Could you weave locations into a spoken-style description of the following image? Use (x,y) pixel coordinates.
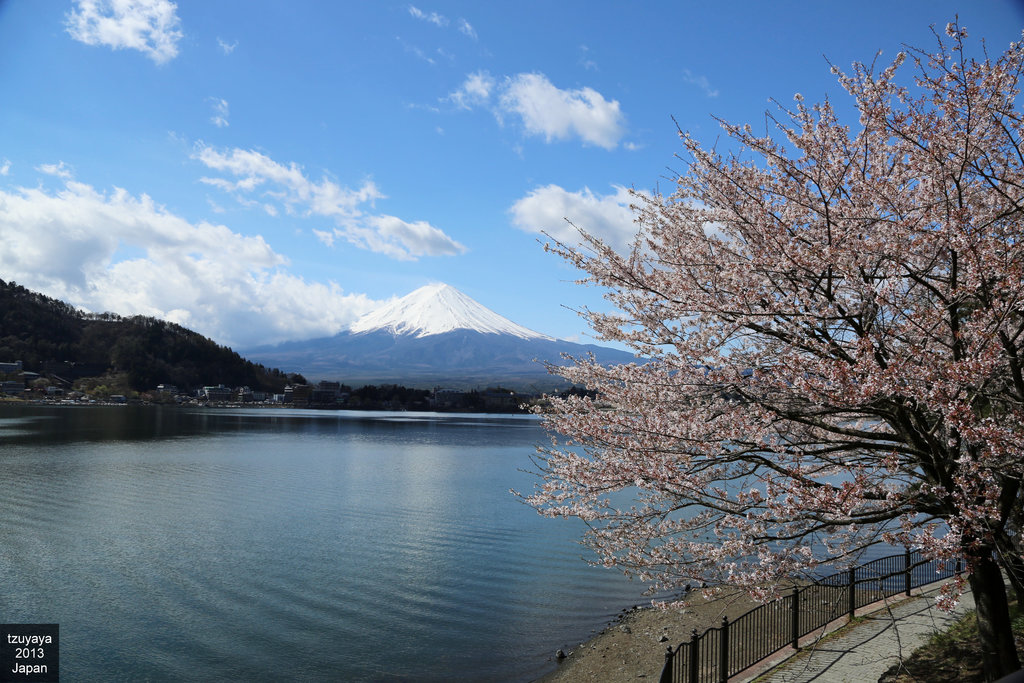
In this image on the left (301,534) there is water body (440,461). On the right (959,393) there are trees (966,310), boundary (736,645). In the background (220,371) there are trees (137,382), hills (292,366), buildings (19,383). The sky (233,123) is cloudy.
